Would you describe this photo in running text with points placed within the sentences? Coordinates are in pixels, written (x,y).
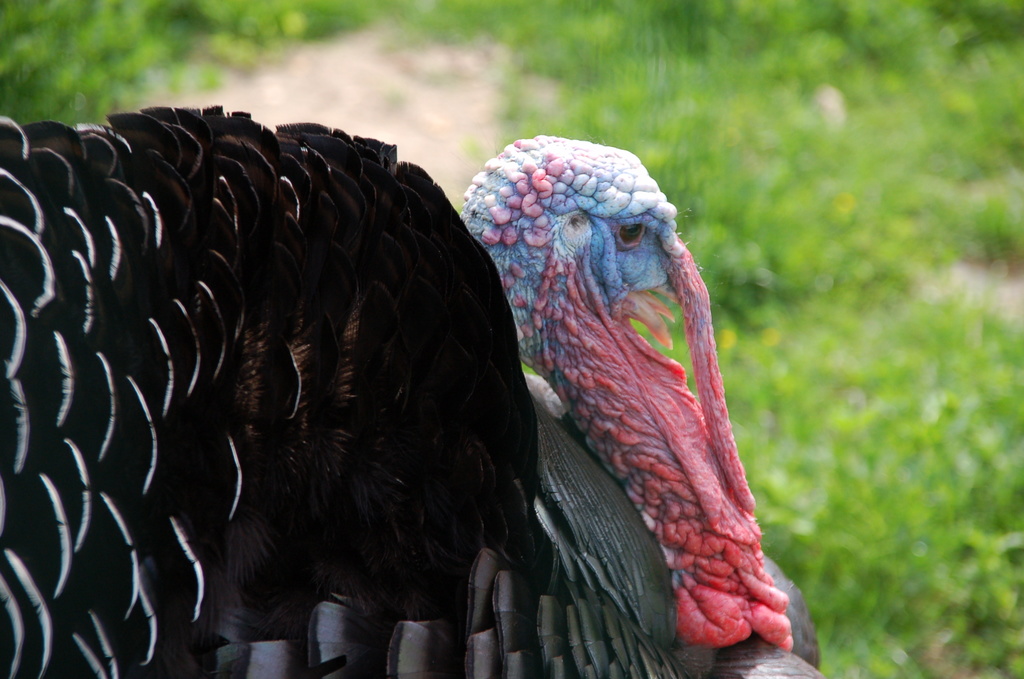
In this picture we can see a turkey bird (503,426) in the front (482,422), in the background (767,467) there are some plants (627,73), we can see a blurry background (717,124).
